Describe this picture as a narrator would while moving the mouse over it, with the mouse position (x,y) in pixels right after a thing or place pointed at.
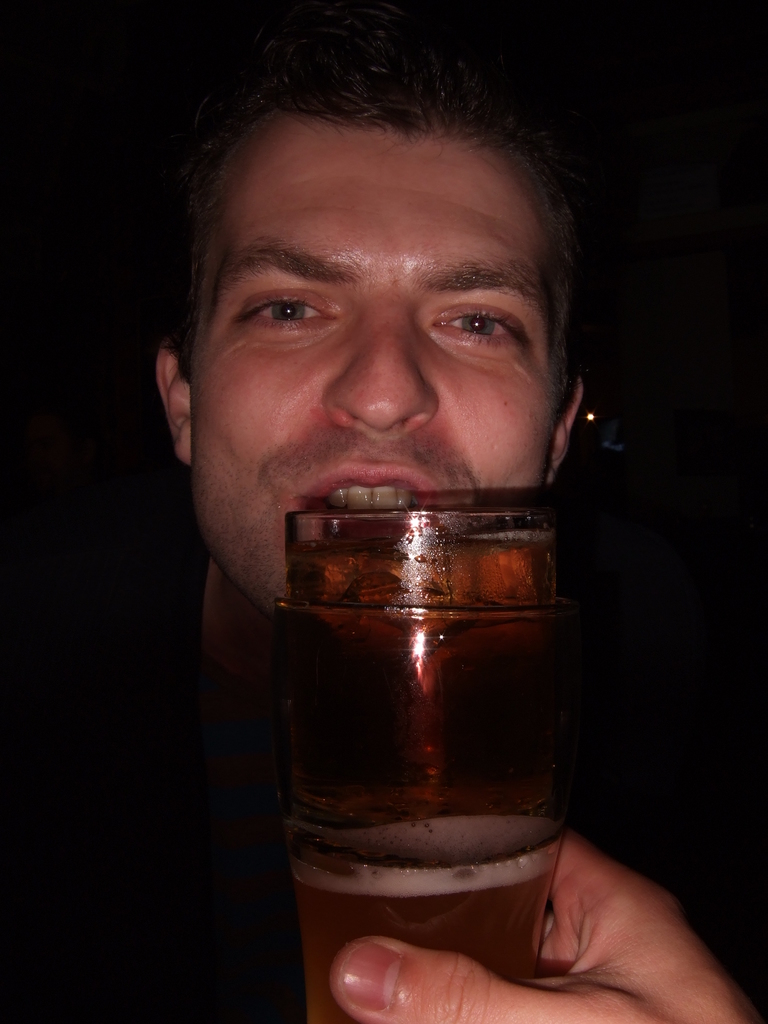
In this there is a man (392,251) looking towards the camera. In front of the man (147,715) there is a glass (384,674) of beer (432,907).
